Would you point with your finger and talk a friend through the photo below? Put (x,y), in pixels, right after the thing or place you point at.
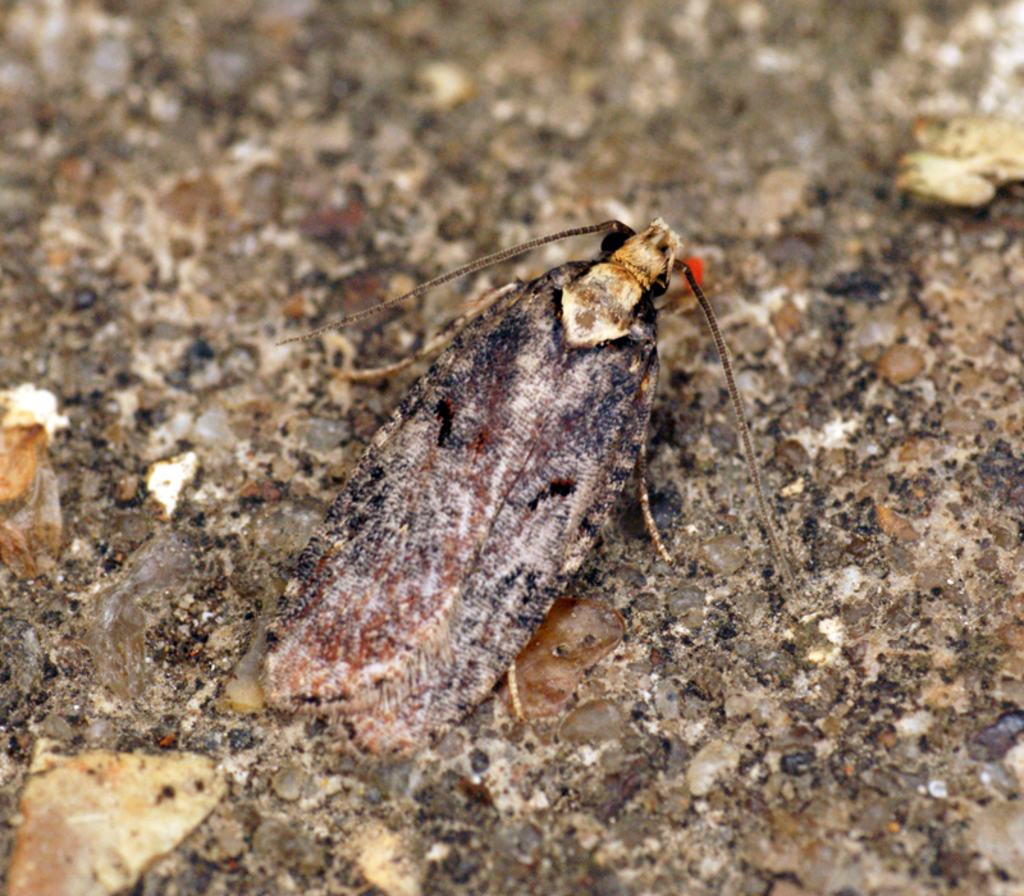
In this picture I can see a insect (531,370). It is brown in color.
